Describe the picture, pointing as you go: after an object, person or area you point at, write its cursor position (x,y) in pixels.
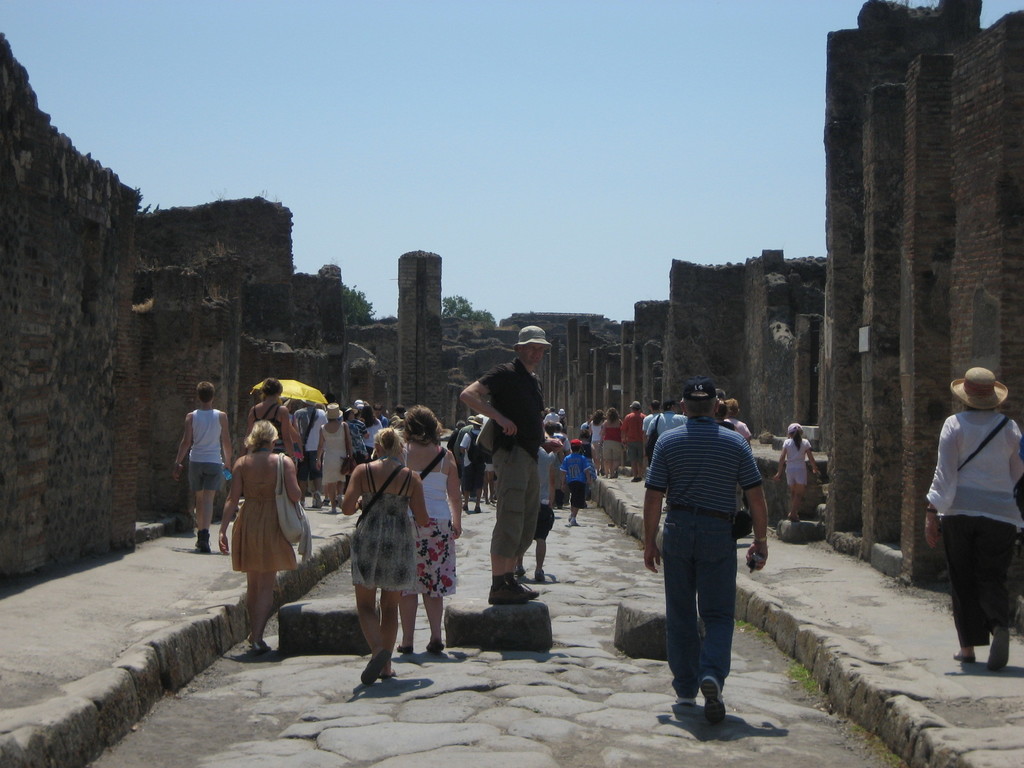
In this image I can see there are few persons (689,703) walking and standing on the floor (352,593) and both side of the image I can see the wall (934,189) and at the top (453,52) I can see the sky (419,199).
